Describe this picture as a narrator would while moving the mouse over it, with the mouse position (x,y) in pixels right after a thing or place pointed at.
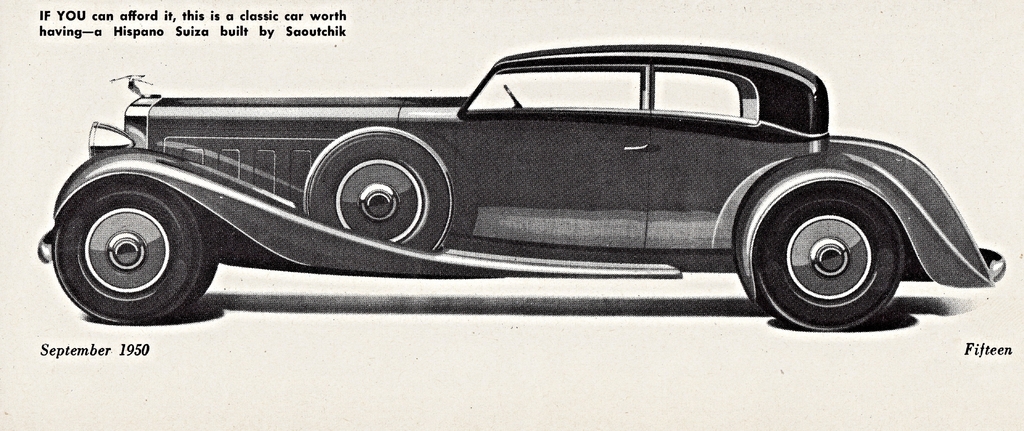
In this image we can see a picture of a classic model car (479,158).
